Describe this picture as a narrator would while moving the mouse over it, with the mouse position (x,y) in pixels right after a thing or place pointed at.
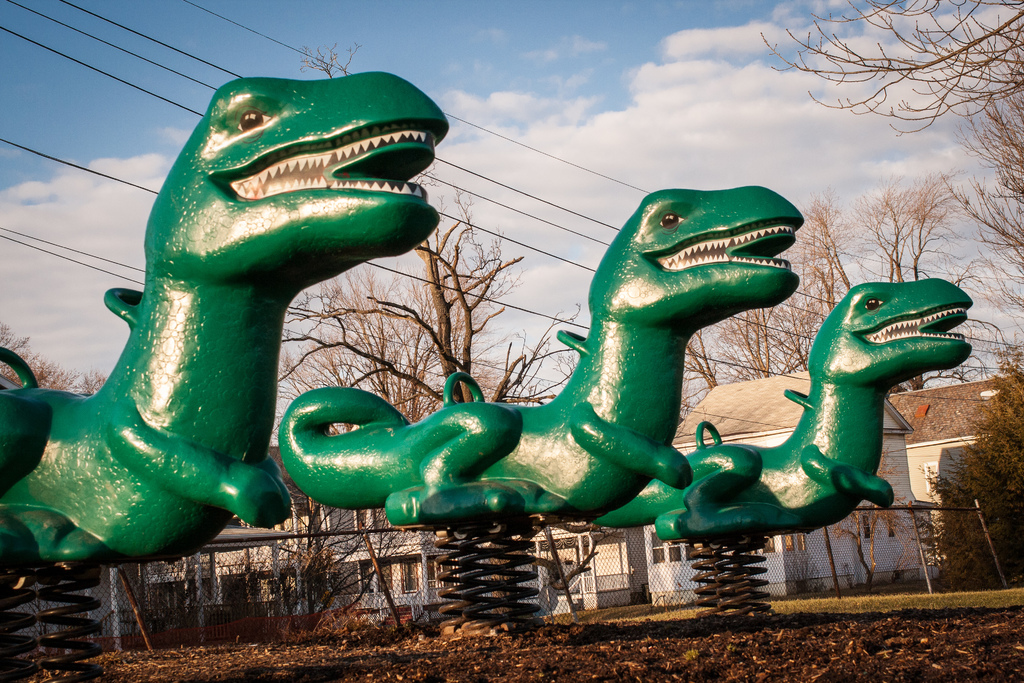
In this image, we can see statues (333,458) and in the background (918,512), there are buildings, trees (942,540), a fence (583,544). At the top (529,83), there are clouds (632,71) in the sky (639,73) and we can see wires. At the bottom (540,652), there is ground (416,646).
